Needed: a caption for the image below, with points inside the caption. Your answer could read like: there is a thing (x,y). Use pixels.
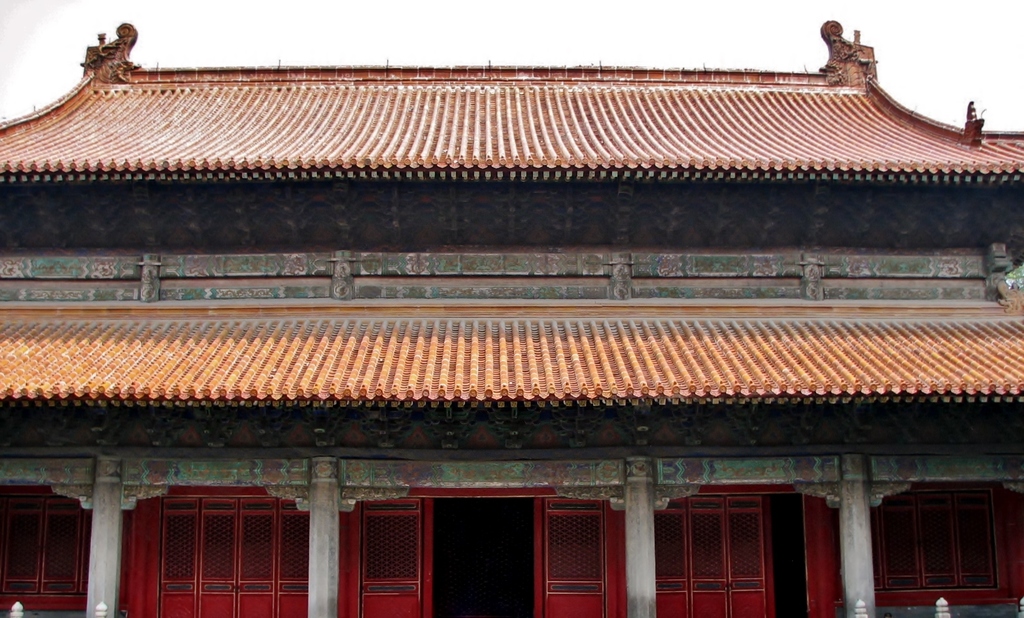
In the foreground of this image (487,436), there is a Chinese house (482,495) and an entrance (475,551) to it. In the background (493,13), there is the sky (692,16).
